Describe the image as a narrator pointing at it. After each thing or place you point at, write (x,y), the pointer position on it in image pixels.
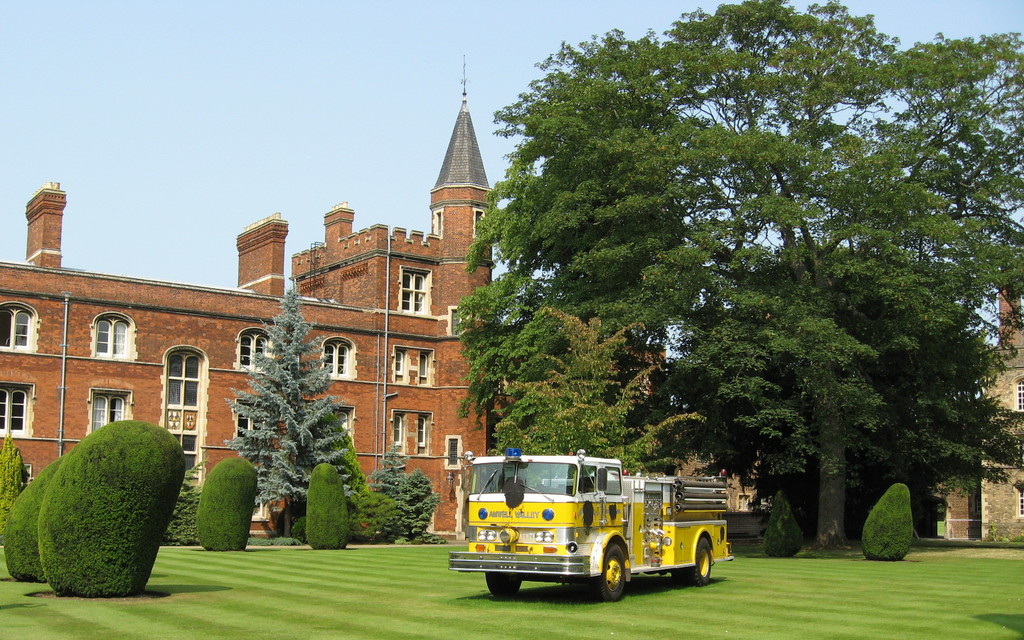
In the image we can see a building (61,367) and these are the windows (111,353) of the building (122,357). We can even see a vehicle (566,523), white and yellow in color. This is grass (299,580), plants (212,542), trees (750,324) and a pale blue sky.
